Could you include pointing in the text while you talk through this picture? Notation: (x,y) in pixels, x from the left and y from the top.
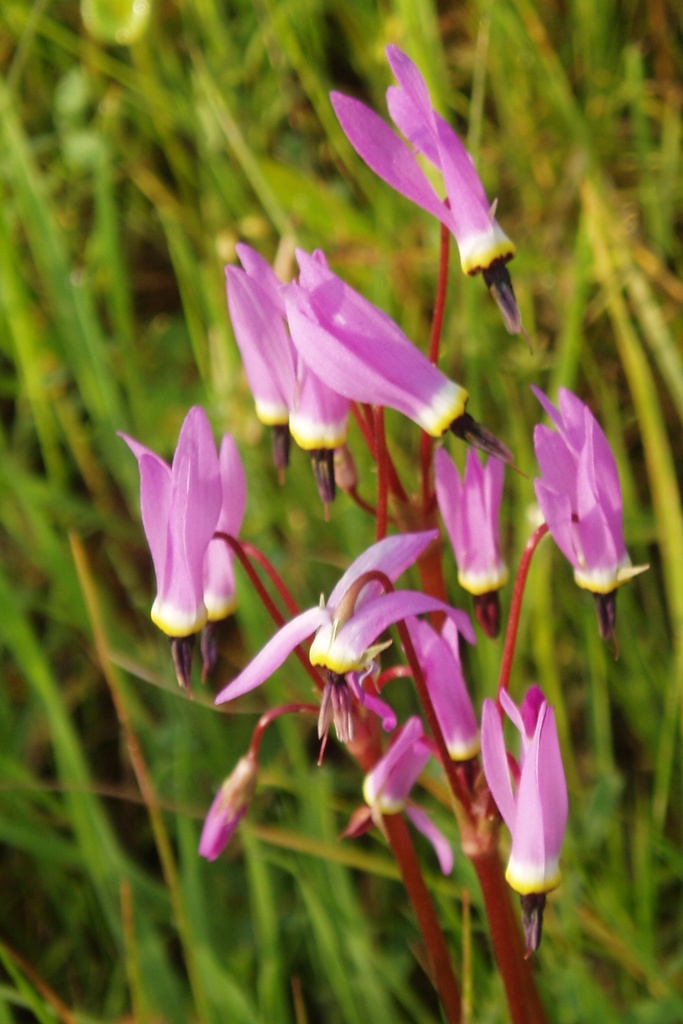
There is a plant (525,728) and there are pink color flowers (488,717) to the plant (415,547).
